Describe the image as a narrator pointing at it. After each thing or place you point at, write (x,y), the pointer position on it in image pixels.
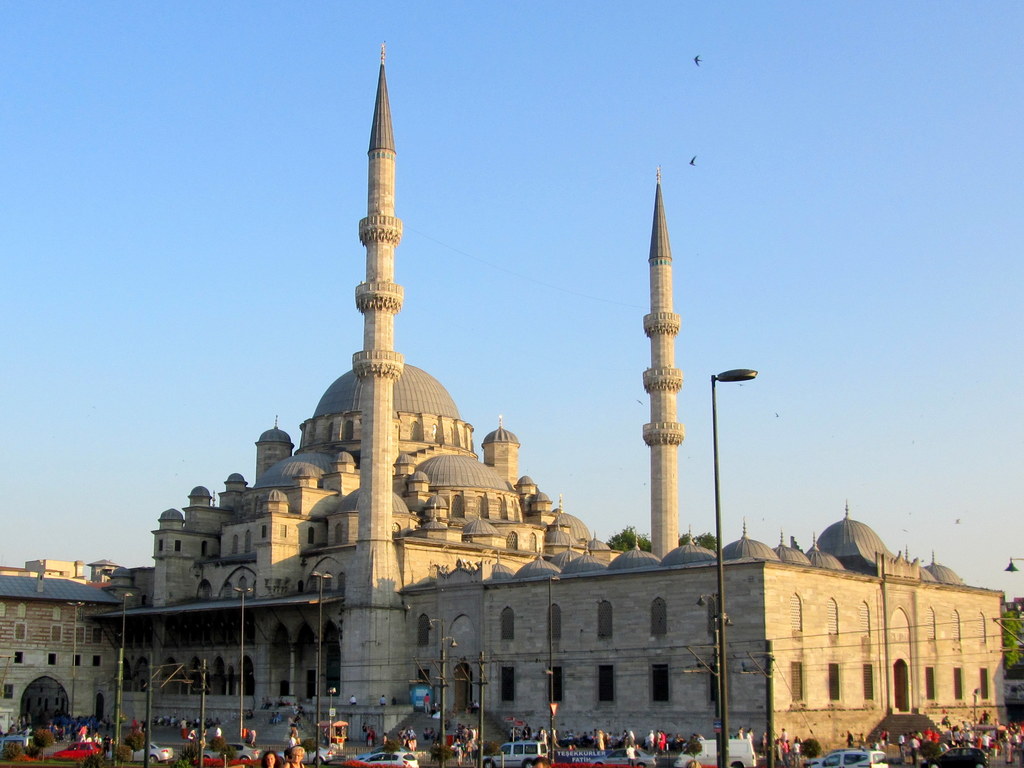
In this image I can see number of persons (883,731) standing, few vehicles (854,763), few poles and few lights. I can see a huge building (621,580) and in the background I can see the sky (331,115) and few birds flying in the air (747,172).
